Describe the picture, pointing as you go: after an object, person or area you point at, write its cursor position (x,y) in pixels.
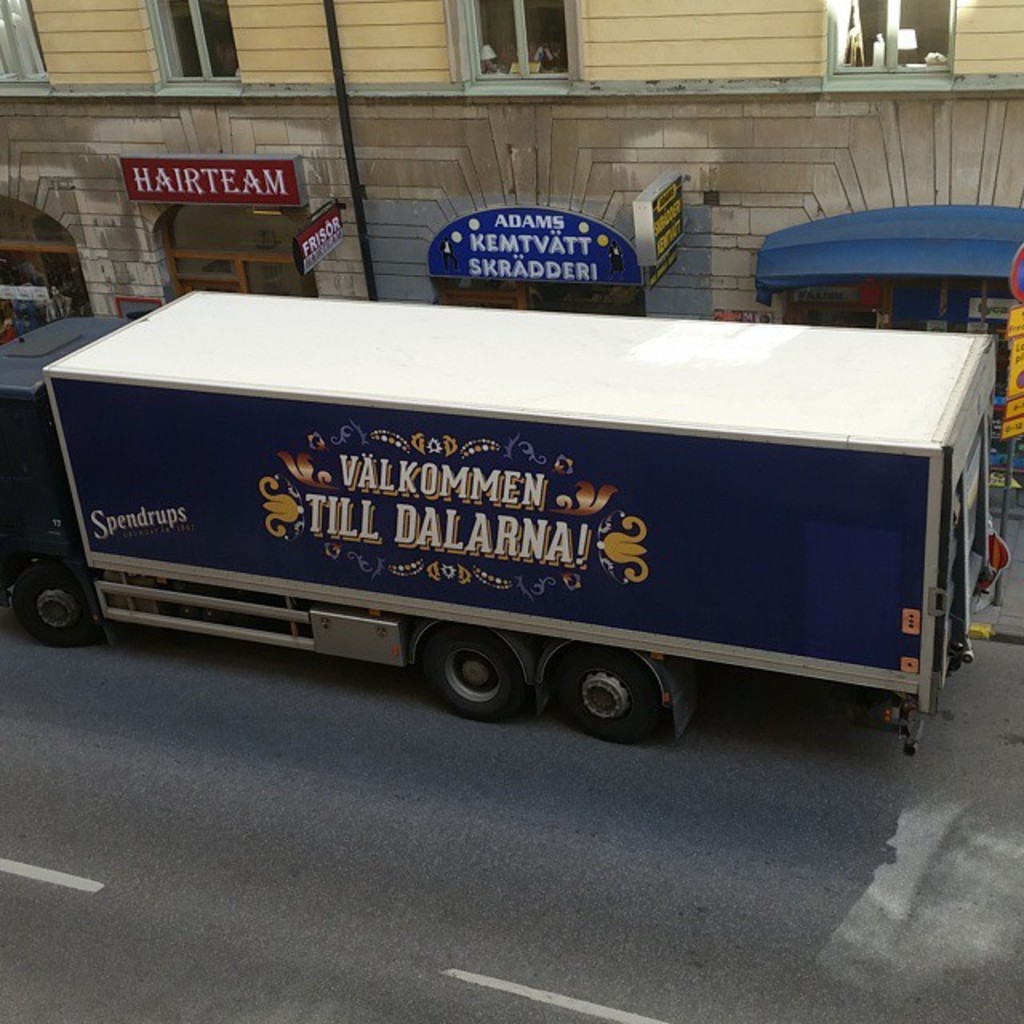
In this picture we can see a big truck (673,695) on the road (419,734) with some text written on the side. In the background (107,278), we can see stone walls (117,120), poles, windows (635,300) and signboards (144,174).
